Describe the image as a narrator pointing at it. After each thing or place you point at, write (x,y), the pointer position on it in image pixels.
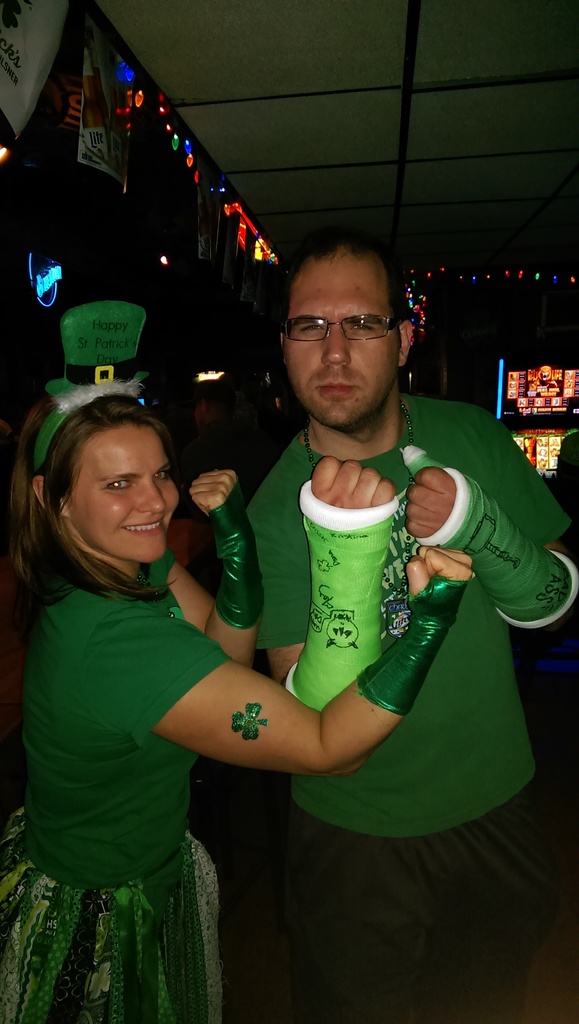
This image consists of a man (336,788) and a woman (101,798). Both are wearing green dresses (40,934). In the background (88,132), we can see the posters (88,139) on the wall (69,169) and lights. At the top (415,107), there is a roof (159,50).
